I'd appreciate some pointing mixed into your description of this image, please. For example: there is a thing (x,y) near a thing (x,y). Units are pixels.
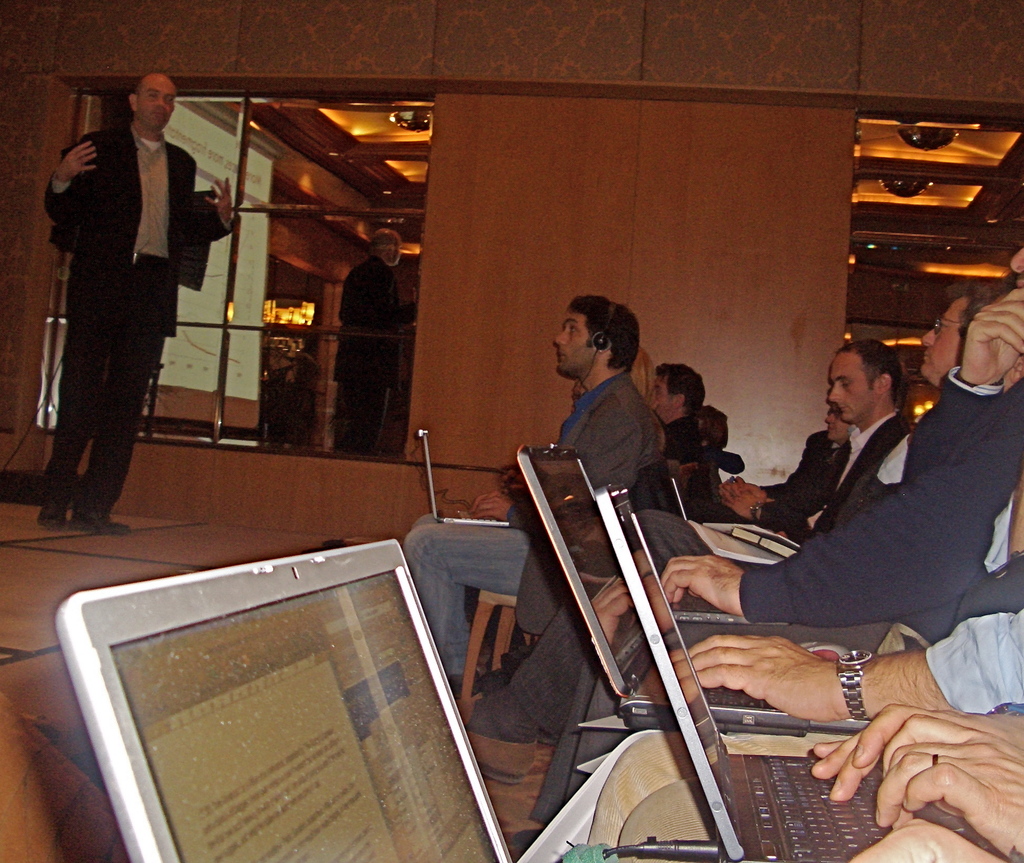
On the left side of the image (110,449) we can see there is a person (111,258) standing, in front of the person (130,298) there are a few people (826,774) sitting and placed their laptops (630,664) in their lap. In the background (682,63) there is a wall (413,78) and a glass window (328,276). In the glass window (333,328) there is a reflection (368,353) of a person (363,275).
